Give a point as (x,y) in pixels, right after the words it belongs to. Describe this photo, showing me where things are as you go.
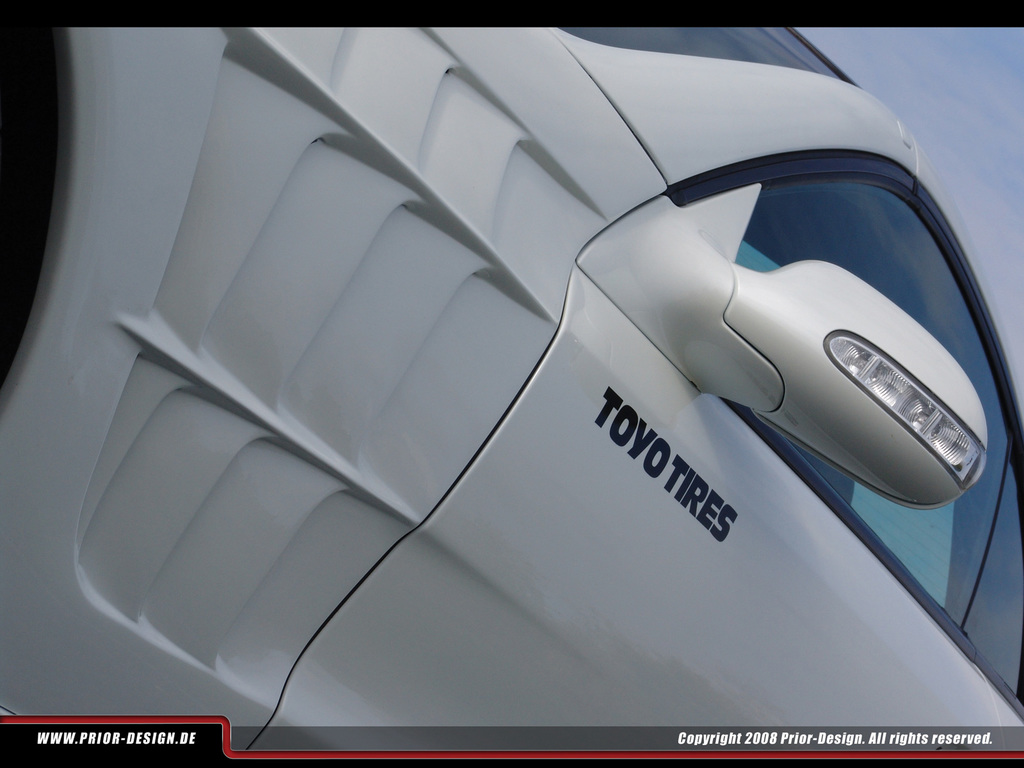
In this image there is a white car (702,343).
